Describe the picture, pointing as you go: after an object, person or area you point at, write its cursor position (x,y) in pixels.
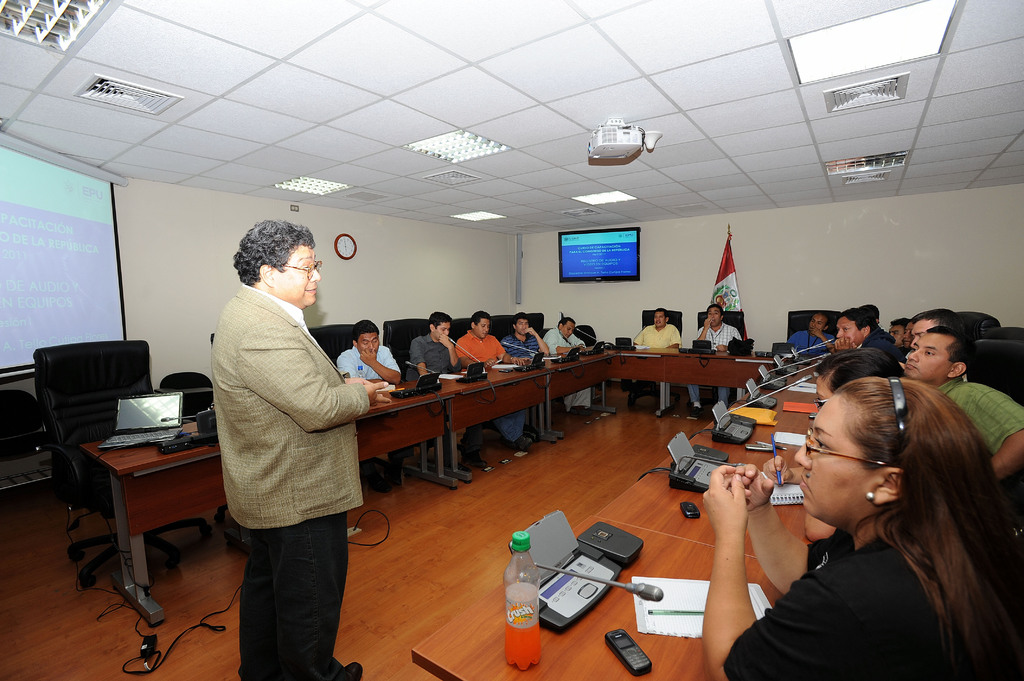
In this image we can see one person (288,360) standing, few people (948,332) sitting on the chairs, there are few objects (514,638) on the table (501,644), on the left (100,309) we can see the projector (65,302), we can see the wall (964,266) and few objects (565,253) on it, ceiling (569,51) with lights (832,49).
